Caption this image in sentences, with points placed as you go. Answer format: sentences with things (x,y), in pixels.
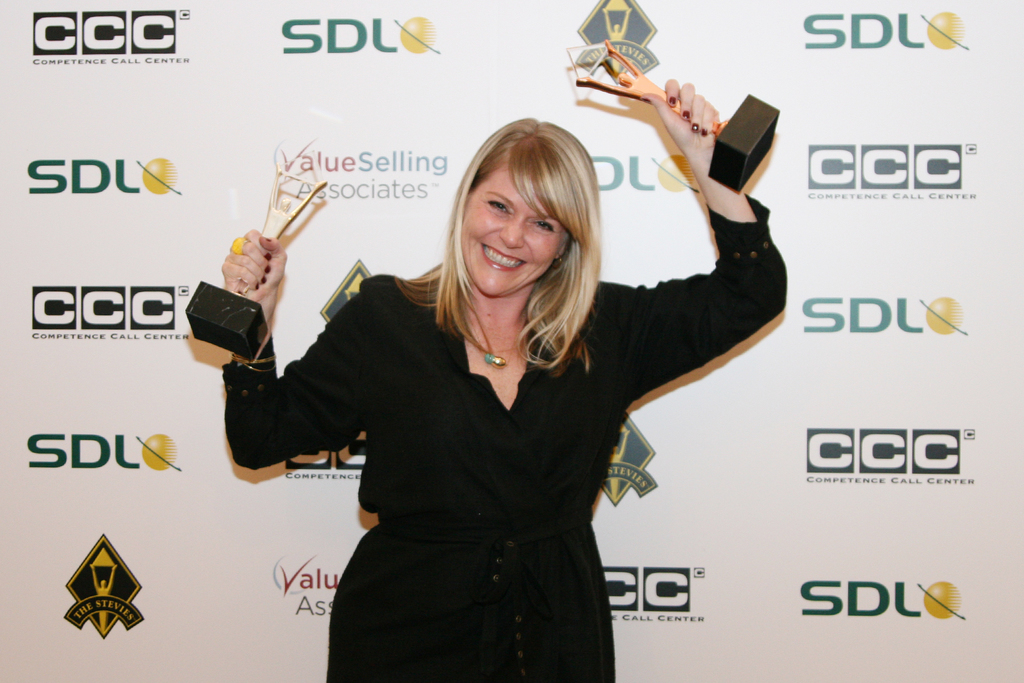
In the center of the image (533,442) we can see a woman (516,456) standing holding the mementos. On the backside (748,443) we can see a board (910,449) with some text (353,453) on it.
